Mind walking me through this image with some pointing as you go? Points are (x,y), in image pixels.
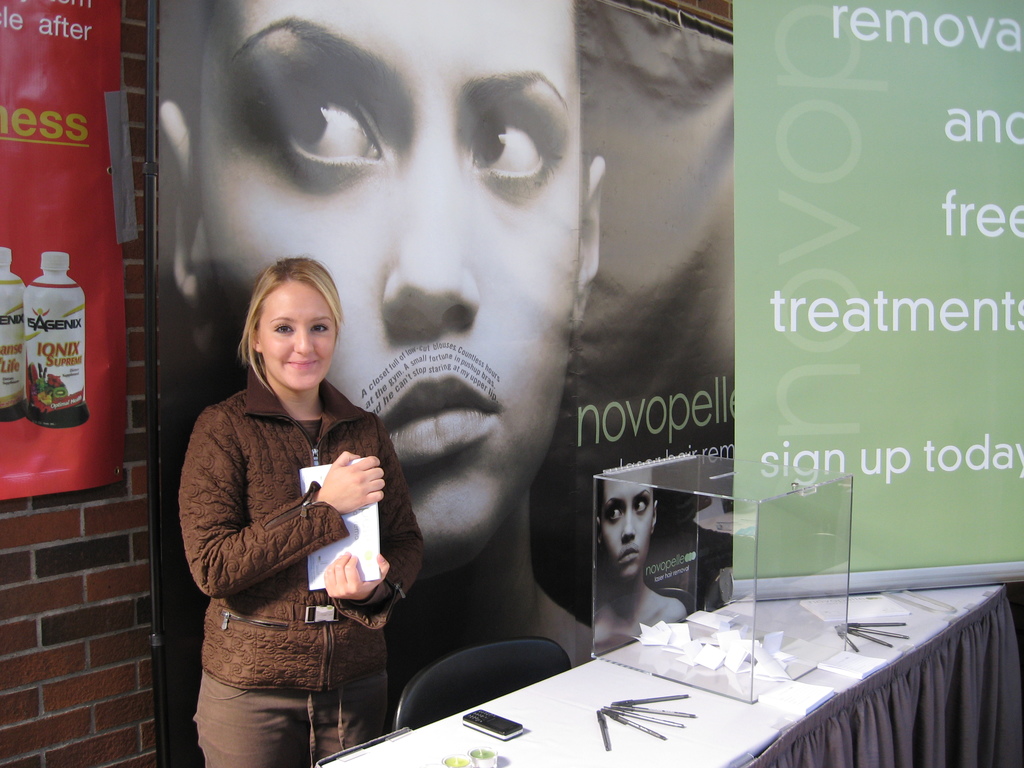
This is the woman (286,473) standing and smiling. She is holding a paper (344,540) in her hands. This is a chair (420,705). I can see a table (578,753) covered with a cloth (726,712). This looks like a glass box (810,555), which is filled with the papers (718,647). These are the pens (607,741), mobile phone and few other things (483,749) placed on the table (676,732). This looks like a banner (907,468). I think this is a hoarding (386,262). Here is the another banner (74,382) hanging. This is the wall (93,595).
